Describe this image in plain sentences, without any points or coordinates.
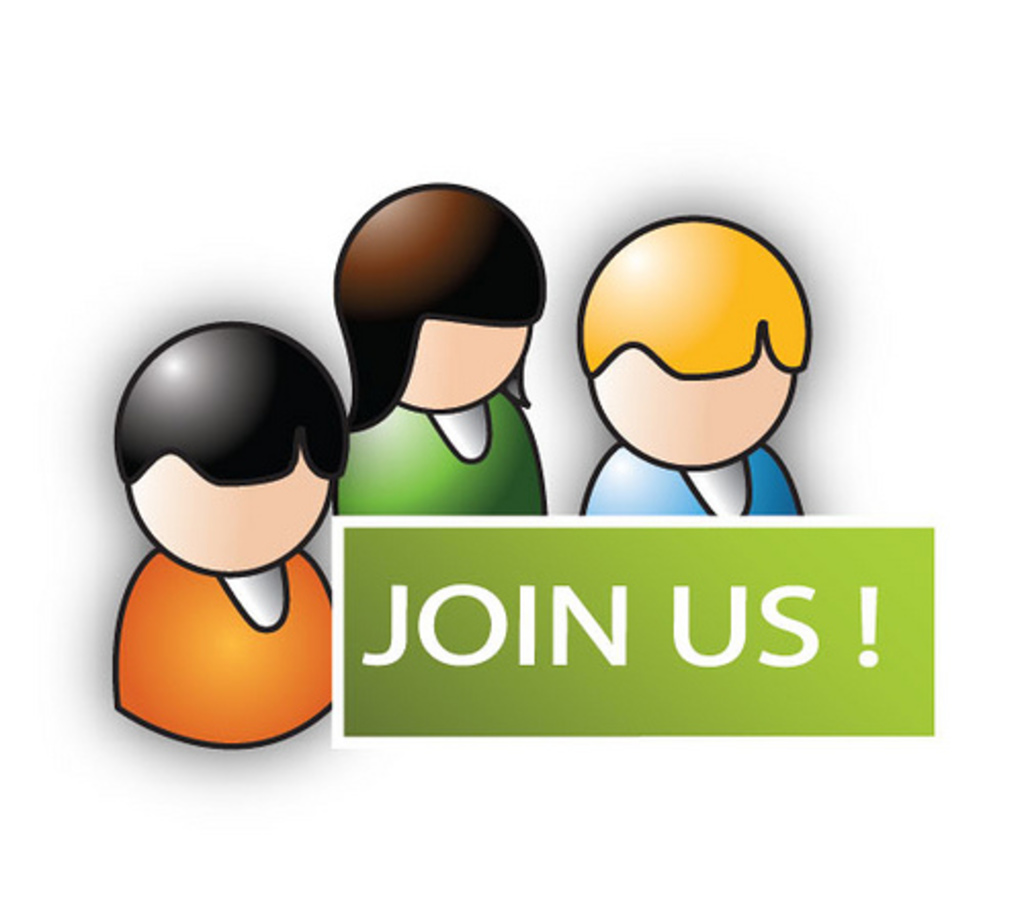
This is an animated image, we can see some text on it.
